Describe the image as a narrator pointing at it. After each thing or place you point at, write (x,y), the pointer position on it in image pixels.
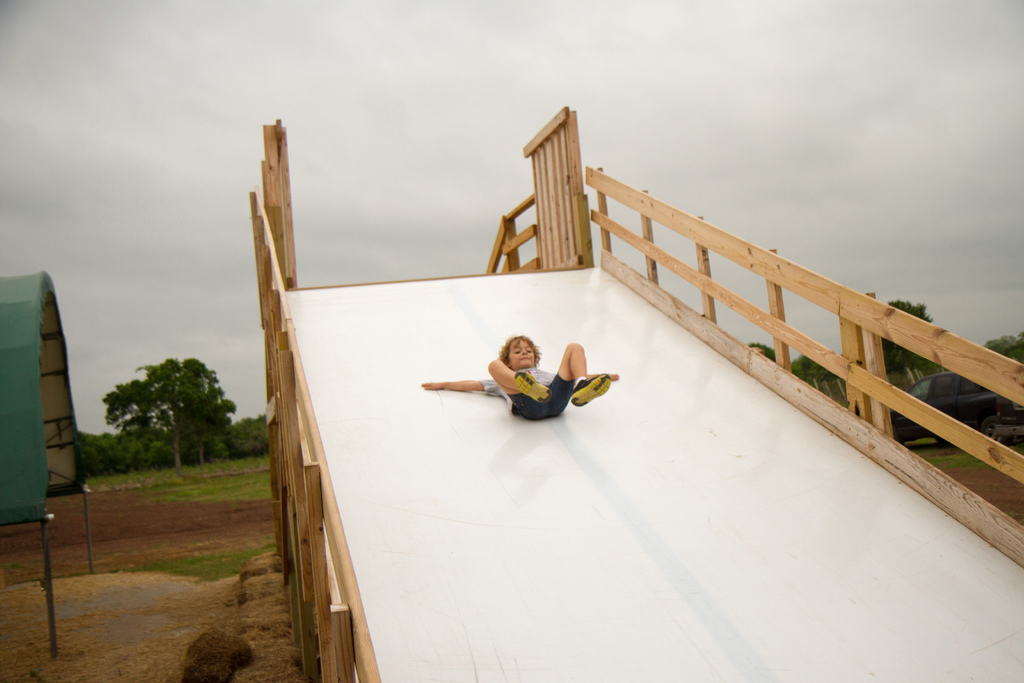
In this image I can see the person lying on the slide (599,483) and I can also see the wooden railing (535,226). In the background (38,320) I can see the shed (54,319) in green color, few trees (171,372) and plants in green color, few vehicles (989,393) and the sky (659,74) is in white color.
